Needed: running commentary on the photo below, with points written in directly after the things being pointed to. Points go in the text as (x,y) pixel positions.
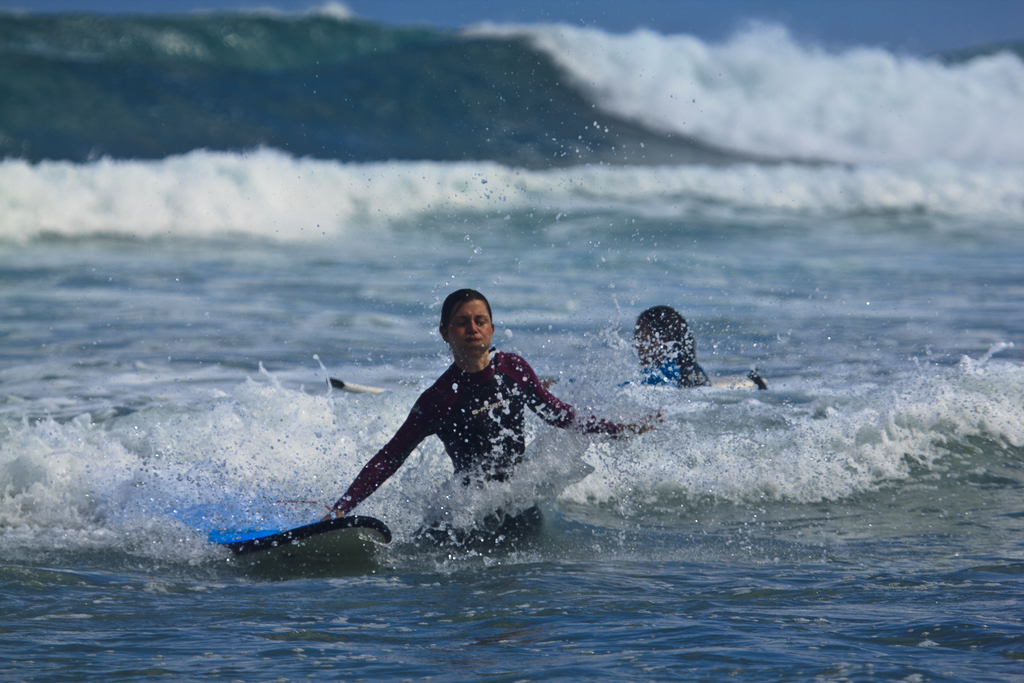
In this image we can see persons (516,425) and surf boats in the water (622,184). Also there are water waves (458,165).
